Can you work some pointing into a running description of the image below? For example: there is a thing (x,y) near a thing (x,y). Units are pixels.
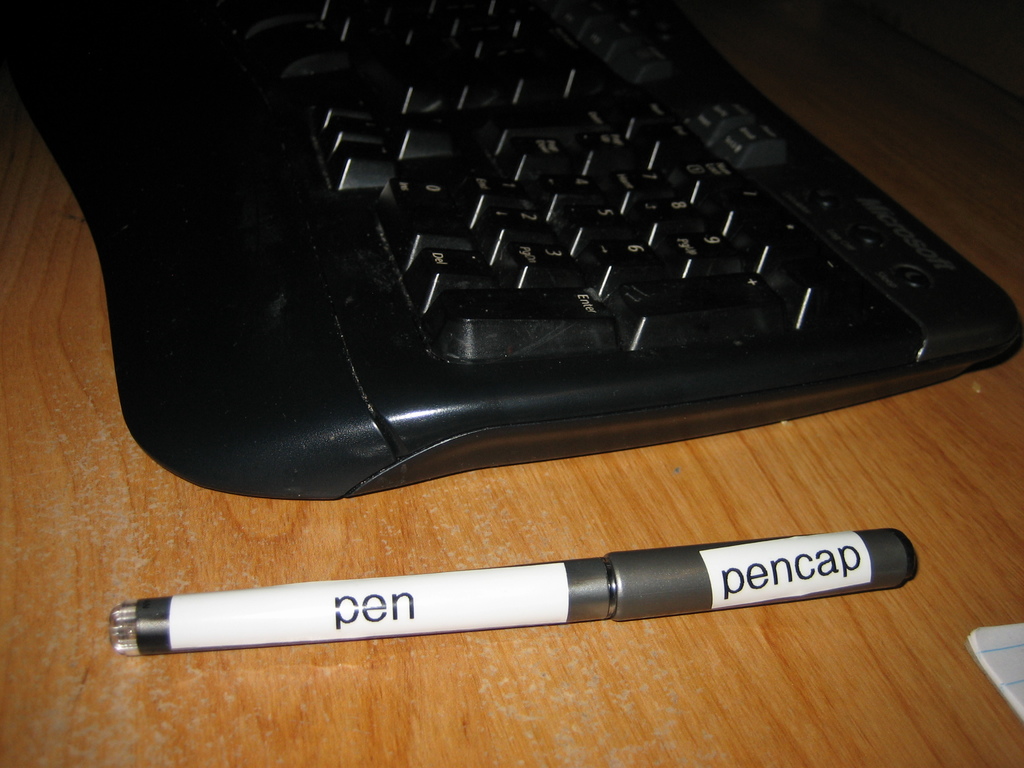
In this image I can see brown colored table (159,525) and on it I can see a black colored keyboard (647,222), a pen (684,570) and to the right bottom of the image (998,638) I can see a book (1013,645).
